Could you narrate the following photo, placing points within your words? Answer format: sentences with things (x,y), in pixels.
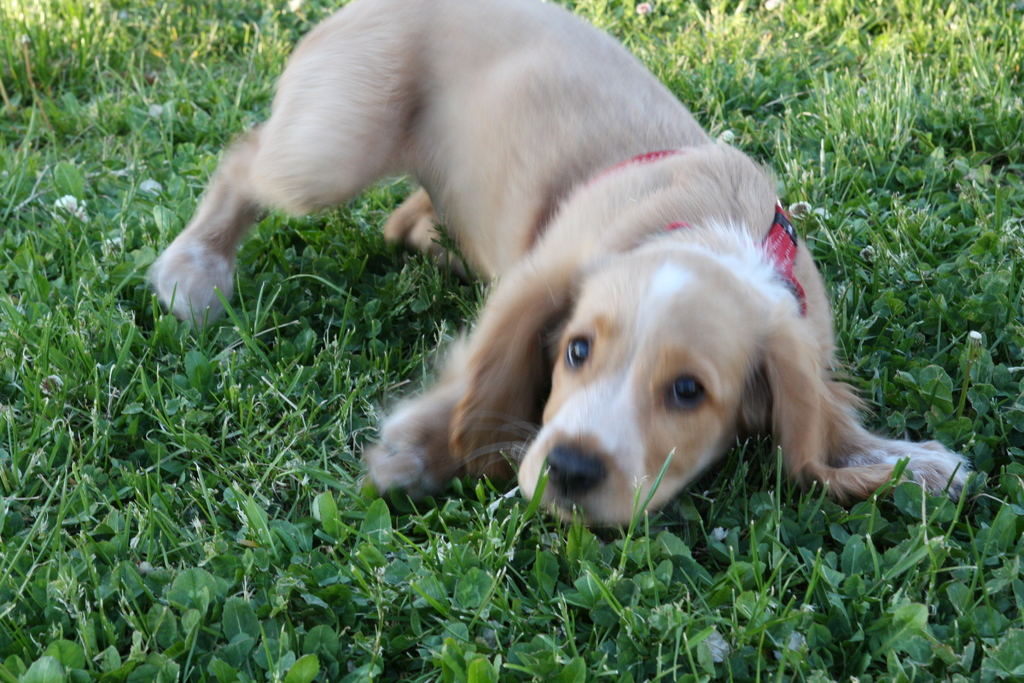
In this image I can see an animal (600,277) in white and cream color and the grass (117,339) is in green color.
